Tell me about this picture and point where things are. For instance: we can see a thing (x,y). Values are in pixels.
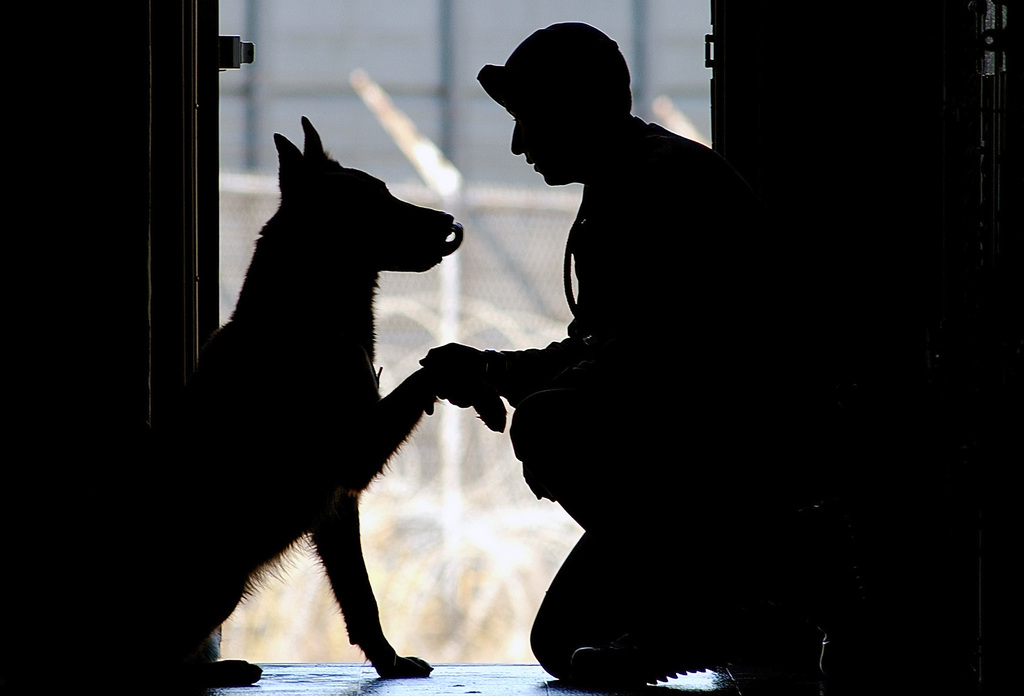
In this picture there is a dog (318,380) and a man (597,386). Both are hand (448,358) shaking each other. The photograph is partly black.
